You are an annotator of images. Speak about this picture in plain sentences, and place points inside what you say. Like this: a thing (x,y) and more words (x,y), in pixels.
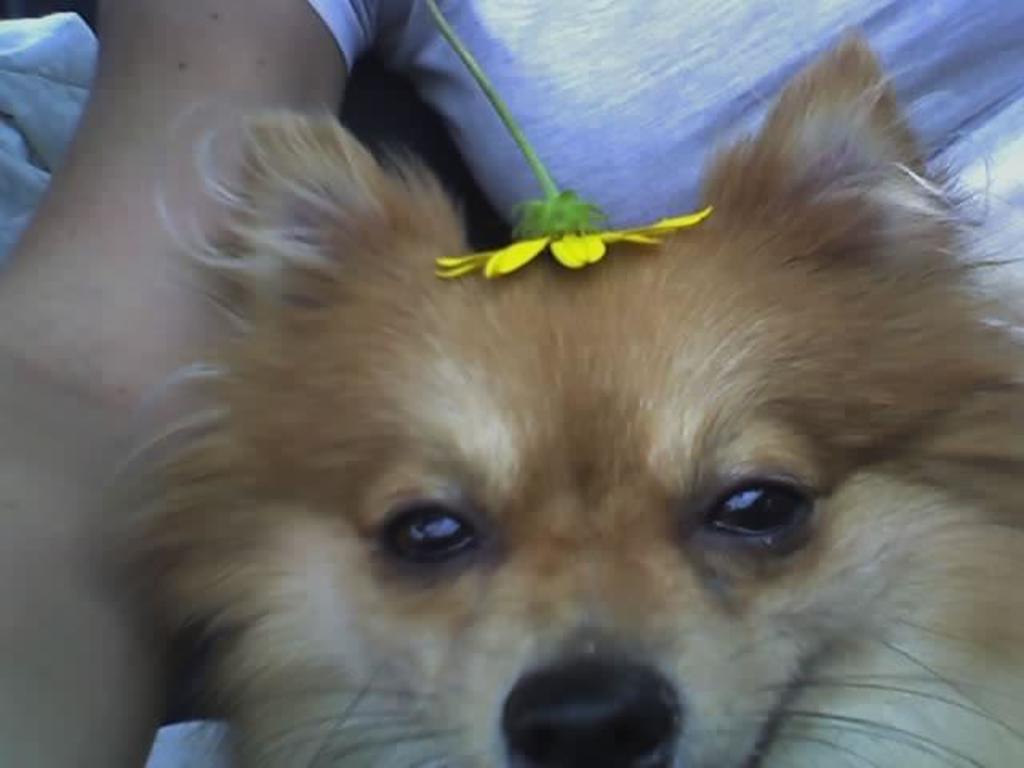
In front of the picture, we see the brown dog (701,504). We can only see the eyes (416,533), ears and nose (607,740) of the dog (669,478). We see the yellow flower (574,247) is on its head (662,253). In the background (506,58), we see the person (511,85) is wearing the white T-shirt (560,106). In the left top (24,102), we see a cloth (84,66) in white color.
